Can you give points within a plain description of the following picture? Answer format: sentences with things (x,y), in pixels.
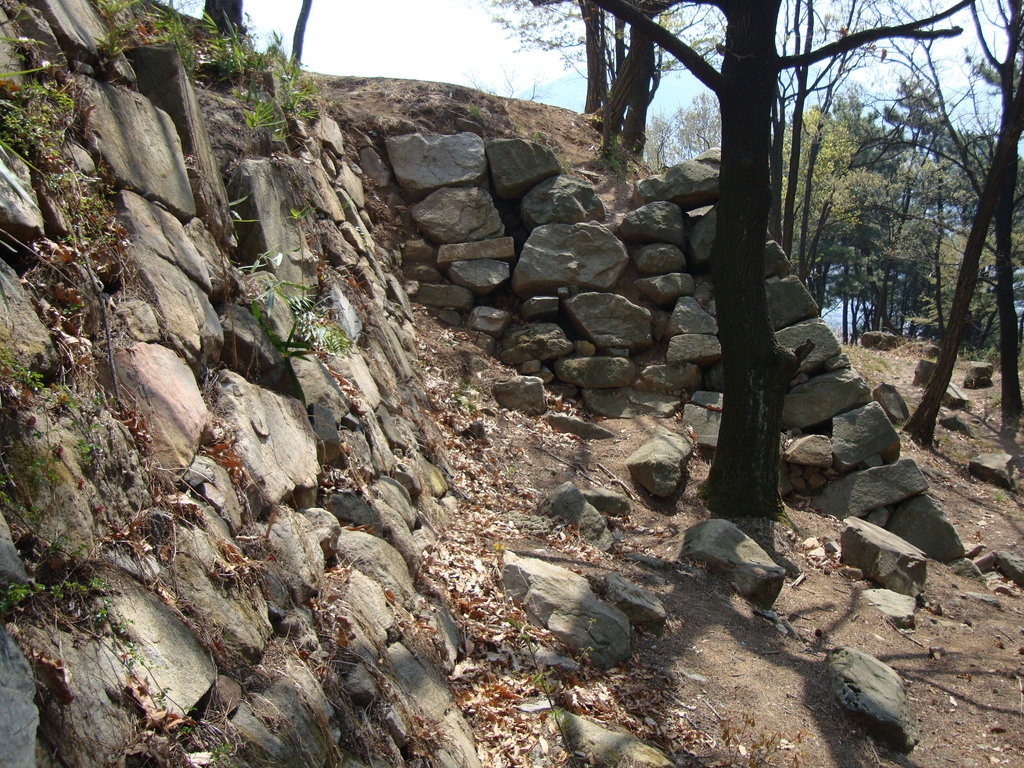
In this image we can see some stones (415,460), grass (344,347), dry leaves (502,695) and trees (812,179), in the background (404,58) we can see the sky (335,69).
